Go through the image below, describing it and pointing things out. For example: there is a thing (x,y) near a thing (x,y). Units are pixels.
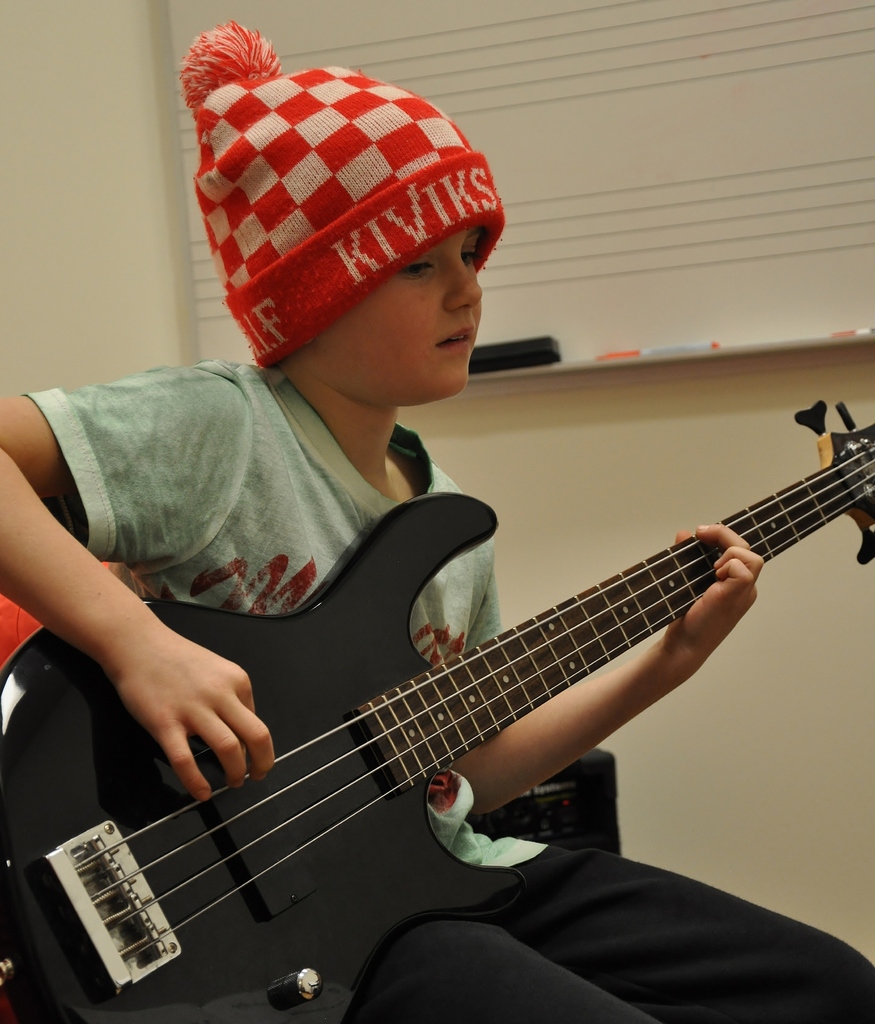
In the center of the image (328,351) we can see a boy (175,507) sitting on the chair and holding guitar (673,559). In the background (624,119) we can see whiteboard (449,74) and wall (123,228).
